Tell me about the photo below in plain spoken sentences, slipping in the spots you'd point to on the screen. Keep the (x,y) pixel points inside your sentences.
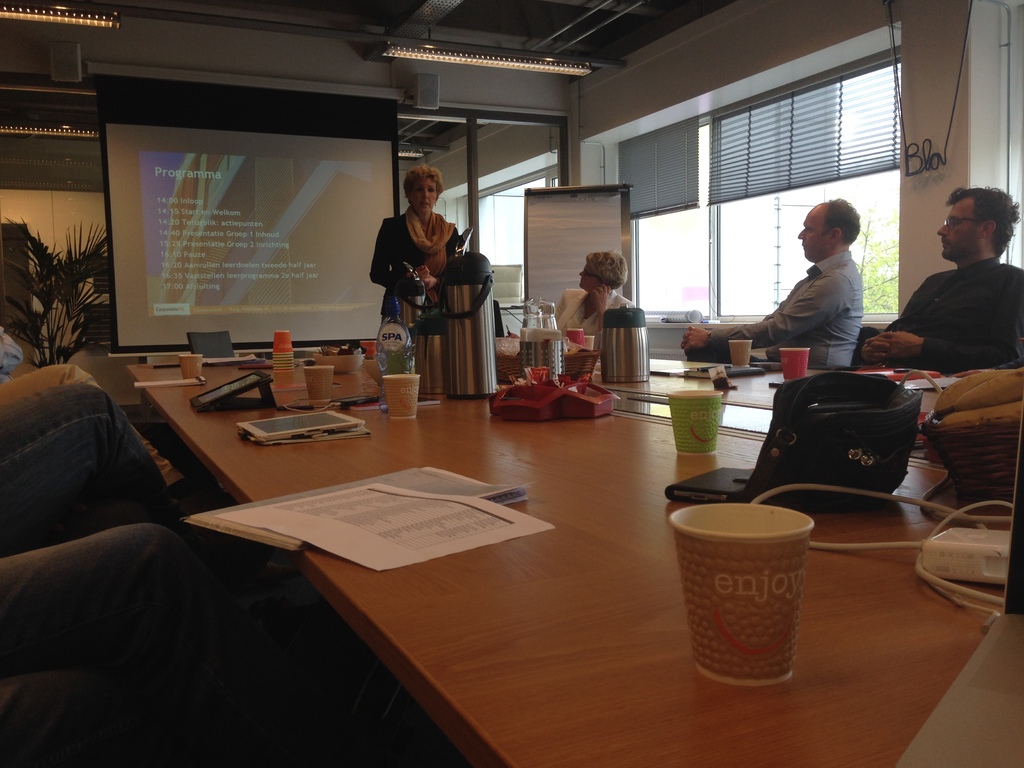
There is a group of people (575,316). They are sitting on a chairs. In the center of the person (432,178) is standing. There is a table (518,463). There is a flask (610,349), bottle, glass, cup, paper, bag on a table (549,464). We can see in the background (48,159) projector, wall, window (638,237), curtain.
